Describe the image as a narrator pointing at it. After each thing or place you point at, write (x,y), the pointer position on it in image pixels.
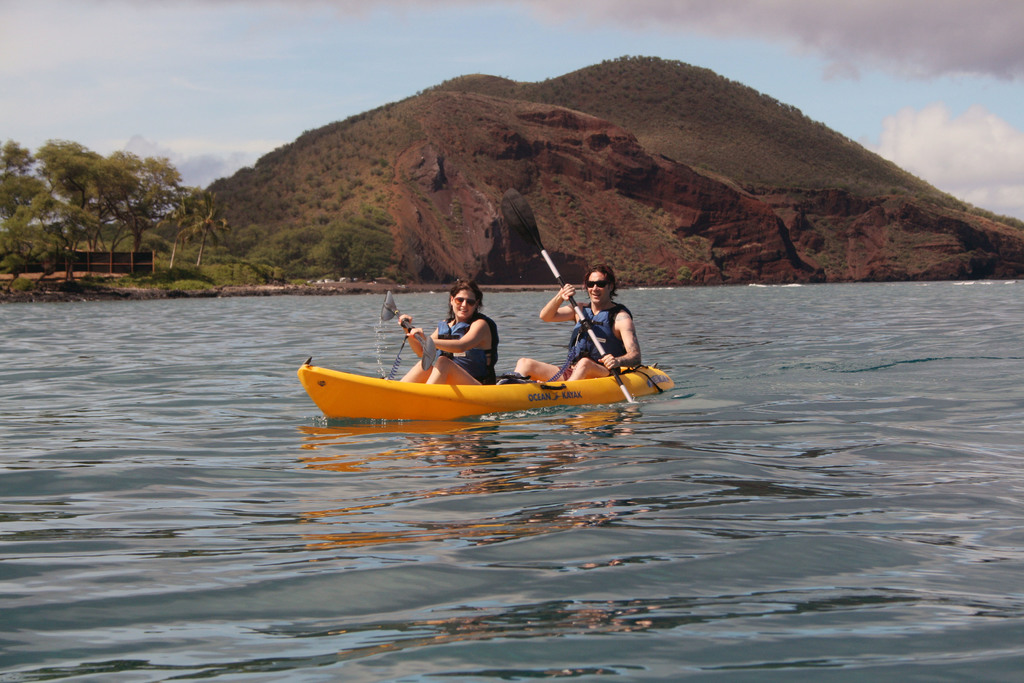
In this image we can see two persons (487,371) sitting on kayak (499,396) and rowing with paddles (600,352). And it is on water (674,554). In the back (577,186) there is a hill (580,170). Also there are trees (134,186). And there is sky (315,56) with clouds (759,20).
